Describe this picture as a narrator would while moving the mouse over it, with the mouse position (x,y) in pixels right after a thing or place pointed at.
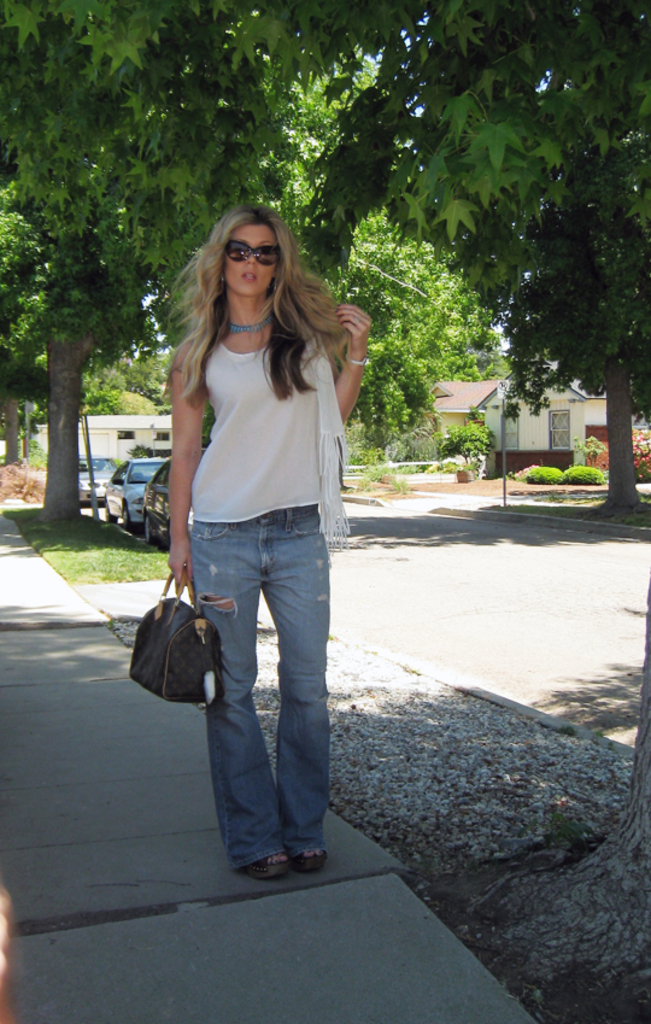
In this image In the middle (251,515) there is a woman (262,517) she wear white t shirt (258,482) and trouser (253,657) she is holding handbag (167,641) her hair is long. In the background (126,299) there are many vehicles (140,468), trees (425,298), road (499,583) and house (519,423).
